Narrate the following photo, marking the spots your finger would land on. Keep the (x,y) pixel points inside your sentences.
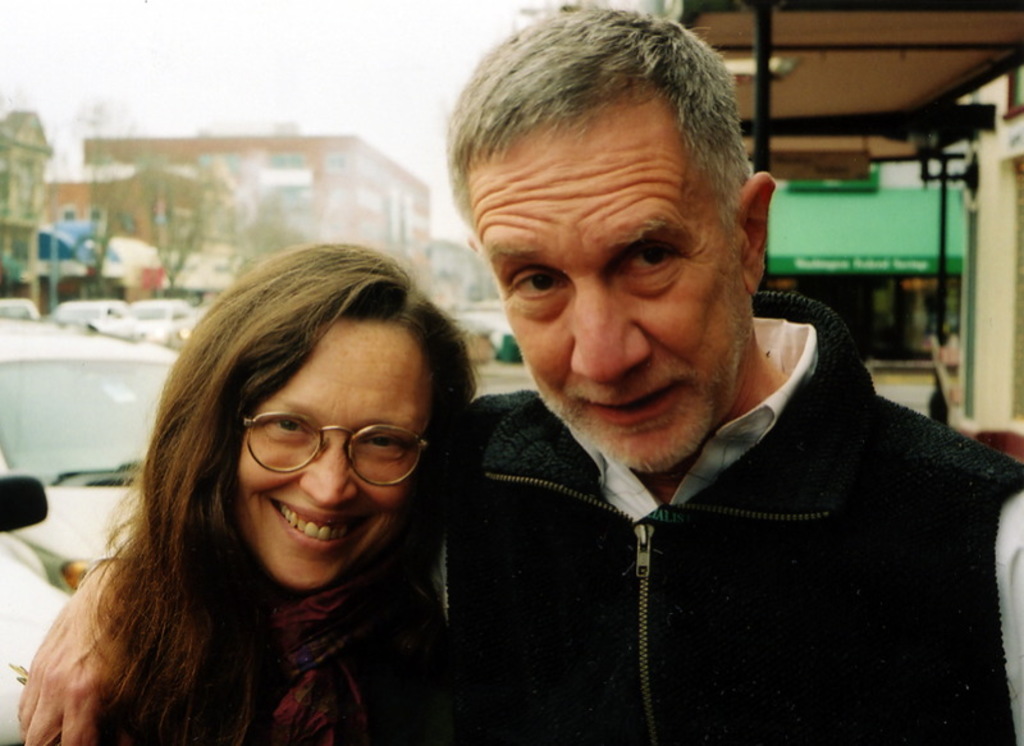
In the center of the image (583,484) we can see two persons (618,631) are standing and they are smiling, which we can see on their faces (624,434). And the left side person (241,469) is wearing glasses (298,463). In the background (347,44), we can see the sky (175,73), buildings (384,194), tents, poles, trees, vehicles (494,313) and a few other objects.
